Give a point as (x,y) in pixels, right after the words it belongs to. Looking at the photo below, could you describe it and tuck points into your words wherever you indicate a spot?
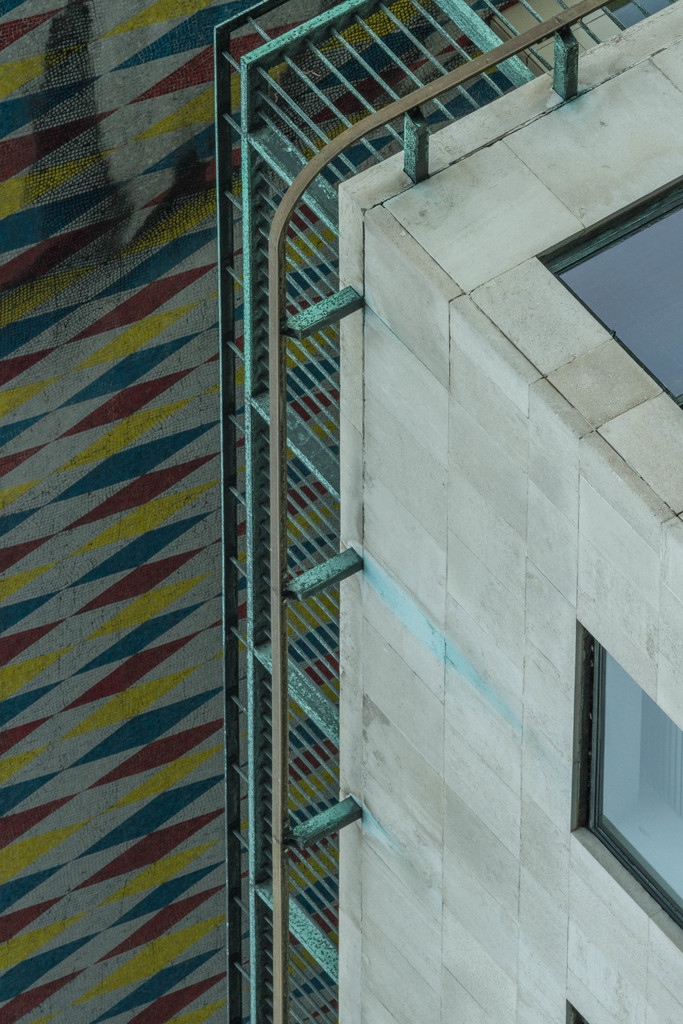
In this image I can see the building (535,648) with windows (655,746) and there is a railing (329,430) to the building (351,513). To the left (208,310) I can see the surface (94,729) which is in yellow, red and blue color.
